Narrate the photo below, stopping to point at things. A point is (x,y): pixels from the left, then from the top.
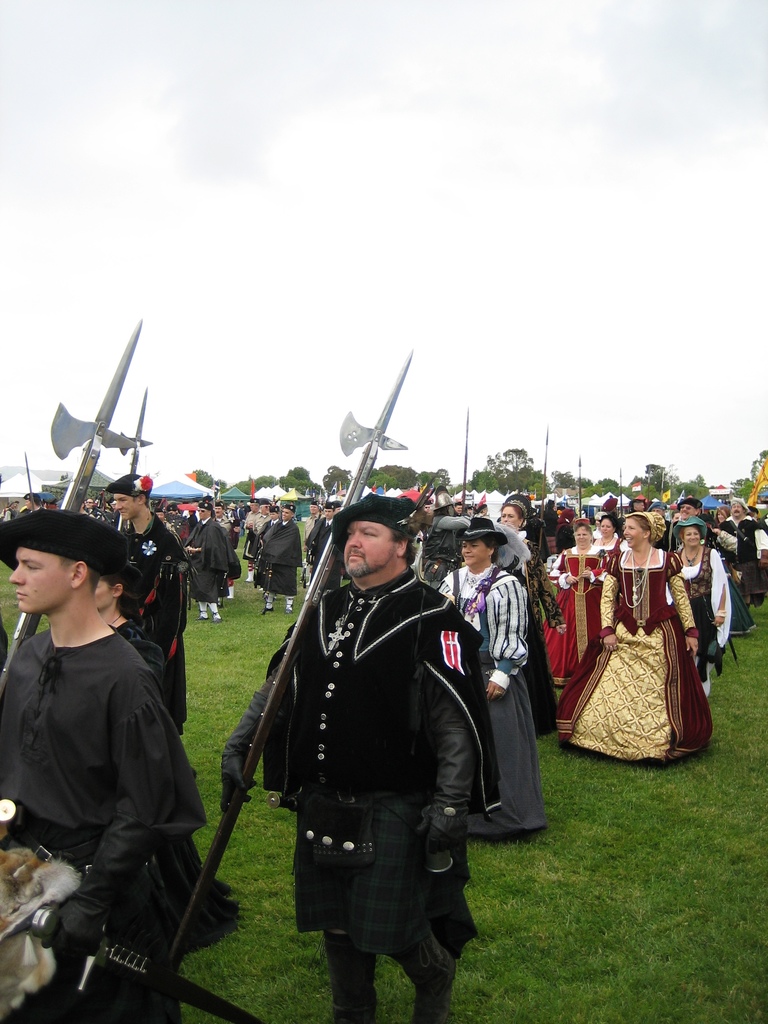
In this picture we can see a group of people (193,872) on the grass (561,882) and some are holding weapons (170,965) with their hands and some objects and in the background (626,461) we can see tents (177,482), trees (694,489), sky (477,392).
